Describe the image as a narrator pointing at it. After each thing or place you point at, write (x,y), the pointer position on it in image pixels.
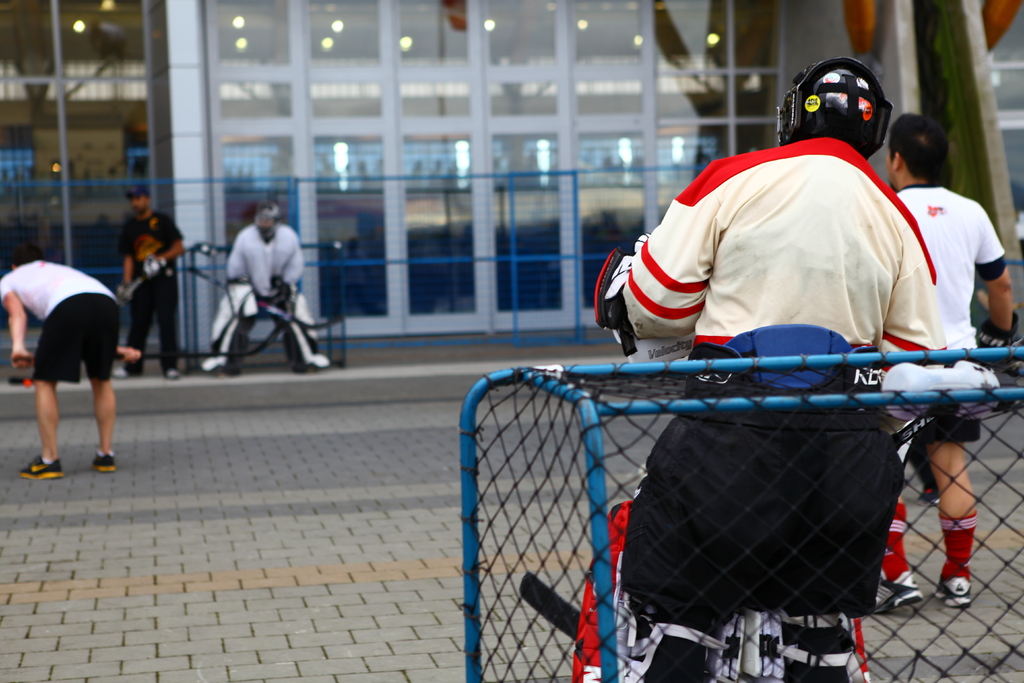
In this picture I can see a net (600,491) and two persons (833,491) on the right side of an image (711,675), on the left side (17,348) three persons (308,367) are playing the game, there are lights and glass walls (477,210) in the background (530,87).
